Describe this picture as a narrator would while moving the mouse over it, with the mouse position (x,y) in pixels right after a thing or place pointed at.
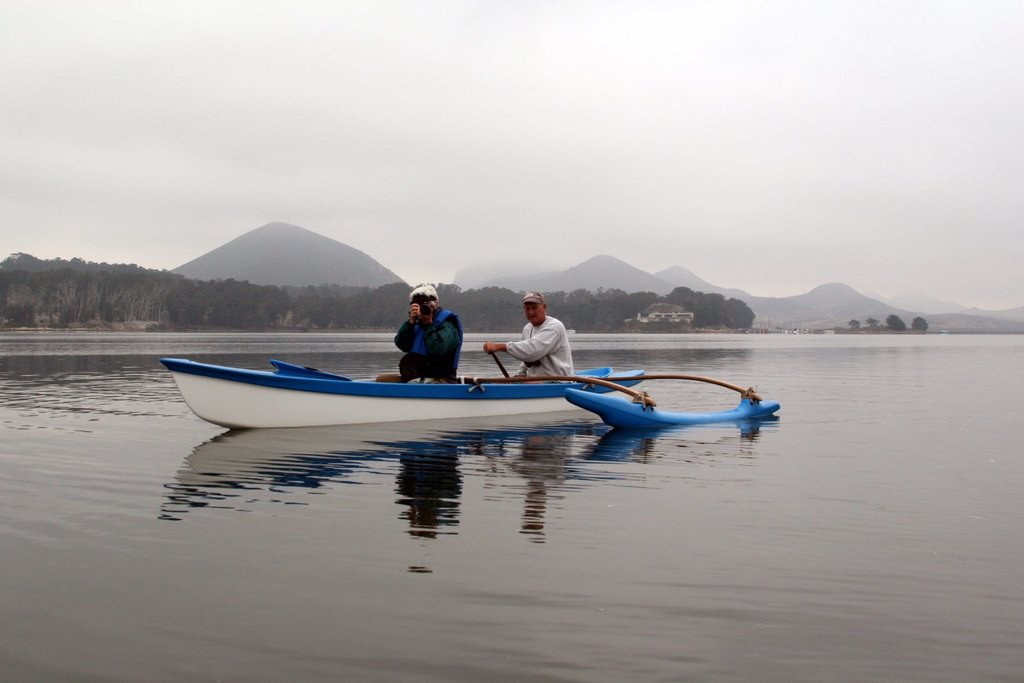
In this picture I can see a boat (256,385) in the water (567,466) and couple of them seated in the boat (522,378) and looks like a man (426,327) in the front (421,307) holding a camera (423,315) in his hand (413,307) and another man (521,365) holding a paddle (500,368) and I can see trees (585,328) and a house (653,319) and I can see hills (298,242) and a cloudy sky (432,240).
